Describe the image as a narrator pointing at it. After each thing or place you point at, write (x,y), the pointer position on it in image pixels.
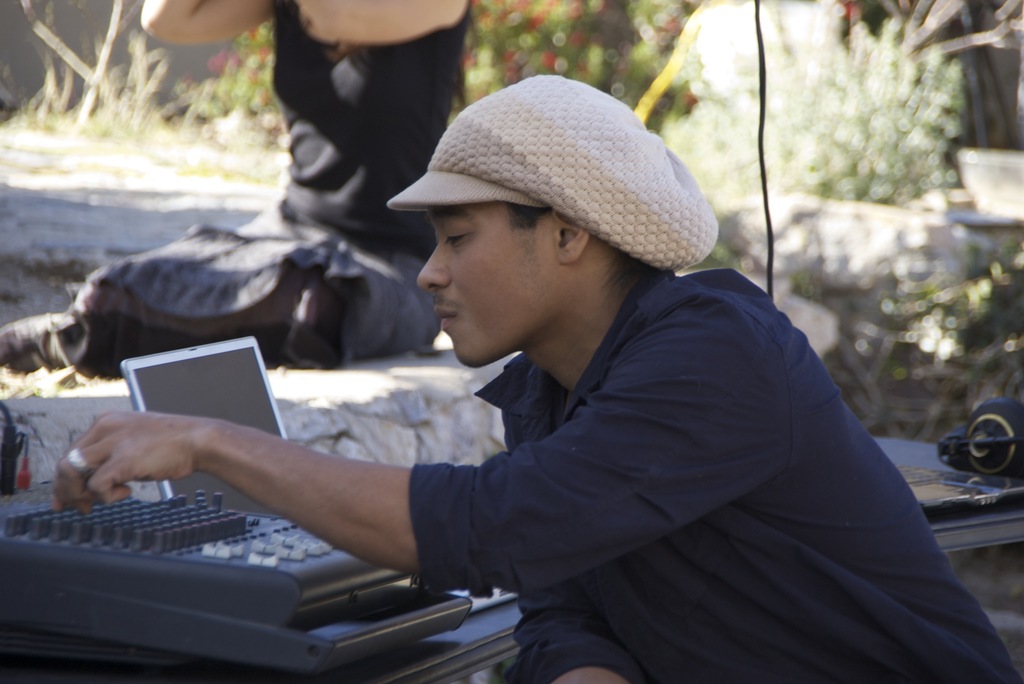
In this image I can see a person (538,470) is holding something. I can see a laptop (197,363), electronic gadgets (214,601), headset (959,434) and few objects (304,579) on the table (930,448). Back I can see a person (318,109), grass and few flowers (535,68).
